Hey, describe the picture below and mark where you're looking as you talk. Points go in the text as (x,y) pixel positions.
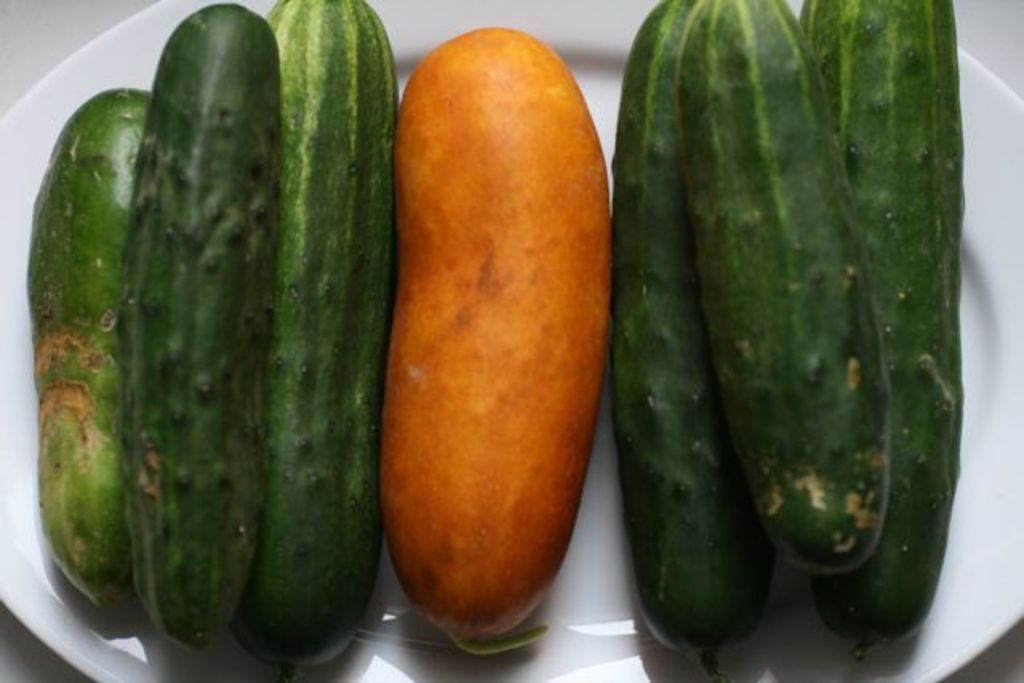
Here in this picture we can see cucumbers (564,253) present on a plate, which is present on the table (1006,661).
